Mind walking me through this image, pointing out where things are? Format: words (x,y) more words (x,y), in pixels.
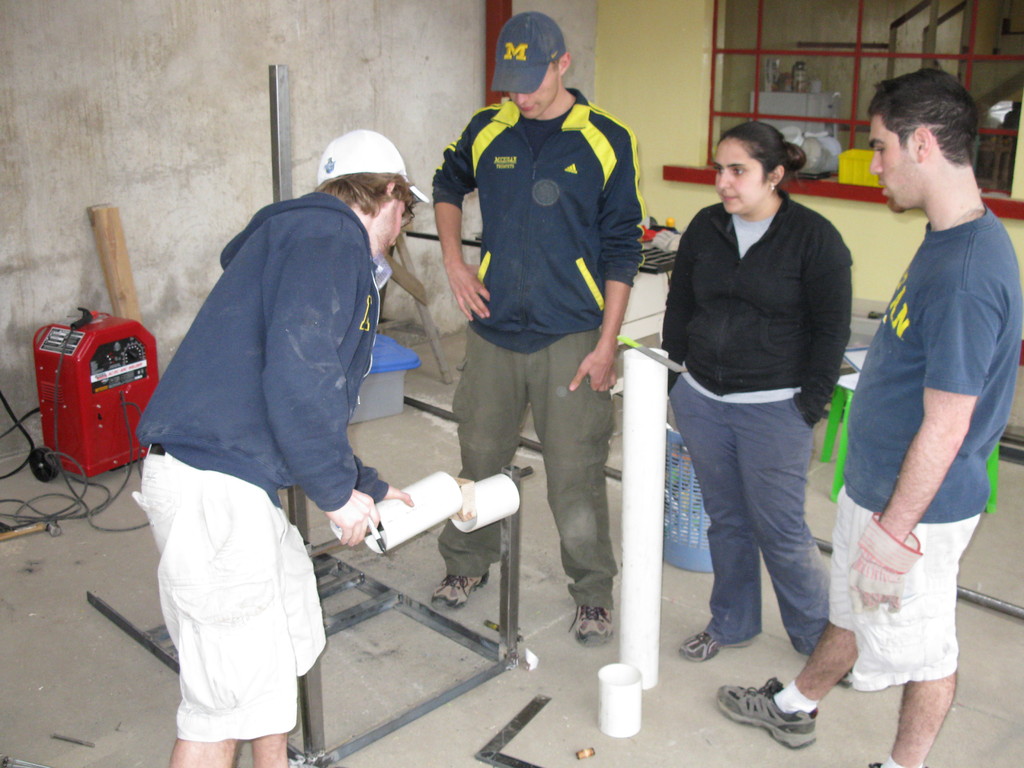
There is a woman (774,142) and three men (478,342) are standing on the floor (449,355). On the left (286,314) a person (386,216) is holding an object (394,511) and a pen (378,531) in his hands (367,513), In the background (41,263) there is a wall (388,13), window (734,43) and an electronic device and poles (657,596) on the floor (545,633) and there are some other objects (795,134) which are not so clear.
